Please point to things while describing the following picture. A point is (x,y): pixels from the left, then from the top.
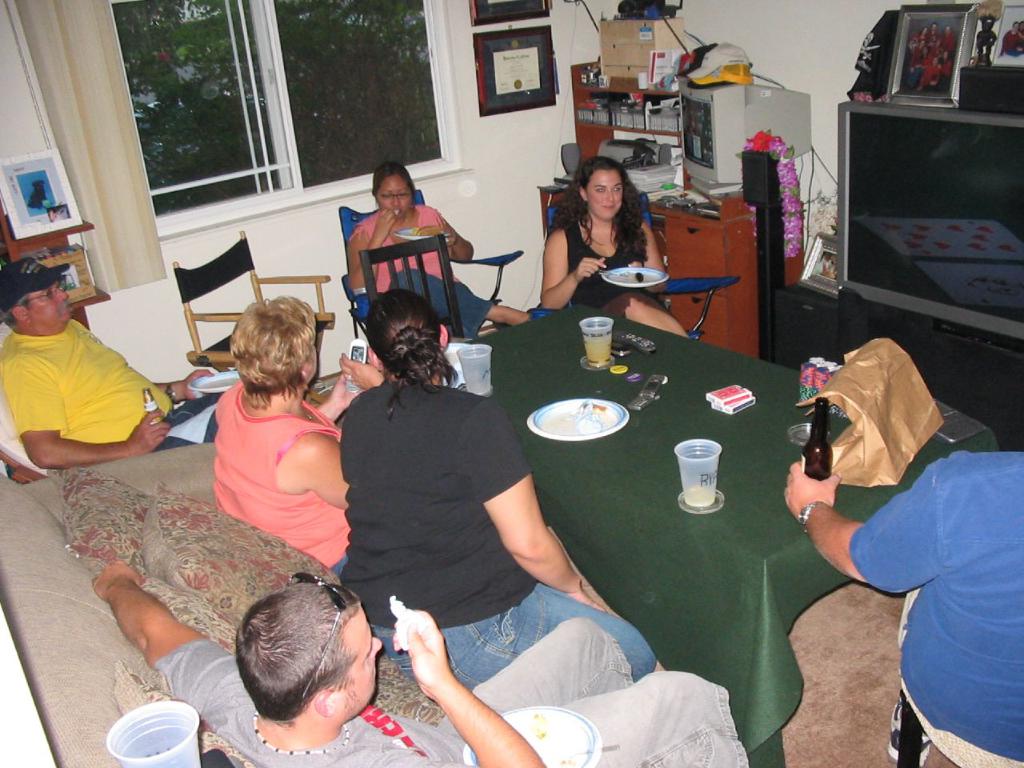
In this image there is a group of persons (401,501) who are in a room (853,174). On the right (864,183) there is a television (847,220) on the table (967,390). On the top (658,191) there is a monitor (761,119) books (643,178) and other materials (655,174) on the desk (687,245). On the bottom (286,715) there three persons (267,526) were sitting on a couch (73,598). And old woman (273,407) who is looking at her phone (363,351). In the center (632,263) they are two women's (637,242) who are sitting on the chair (699,292) and holding a plate (624,277). On the top left corner (233,118) there is a window (279,64) through which we can see a tree (177,84). On the left (12,404) there is a person (194,400) who is wearing a yellow t-shirt (82,373) and holding a beer bottle (155,408).
